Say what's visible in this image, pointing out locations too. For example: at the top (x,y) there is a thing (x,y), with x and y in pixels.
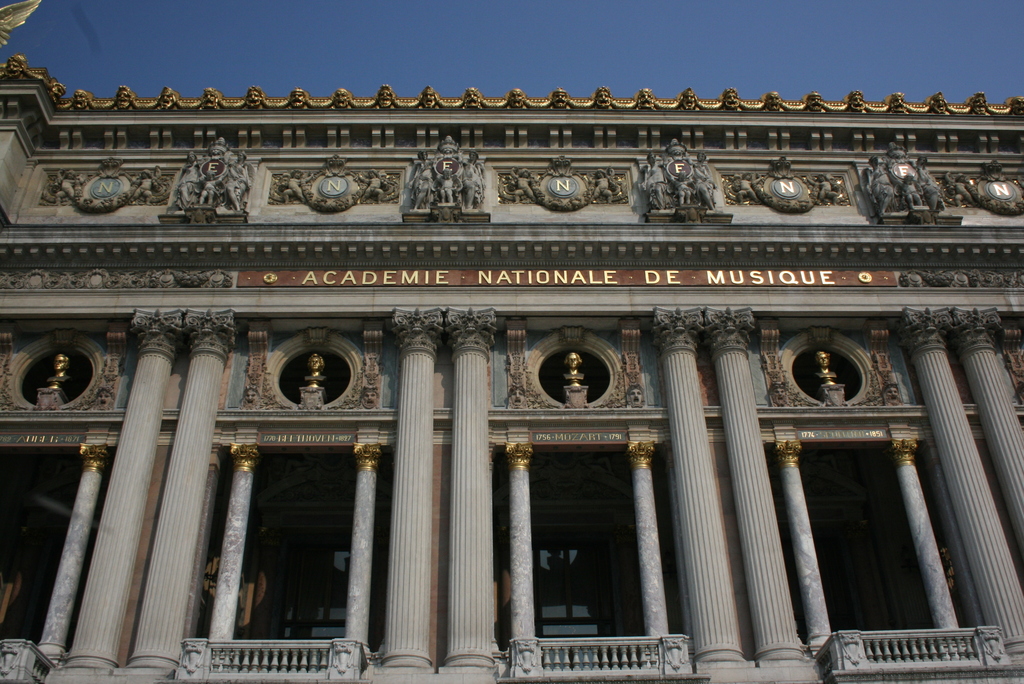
Here we can see a building (574,610) with pillars (422,644) and sculptures (822,378). Sky (402,54) is in blue color.
